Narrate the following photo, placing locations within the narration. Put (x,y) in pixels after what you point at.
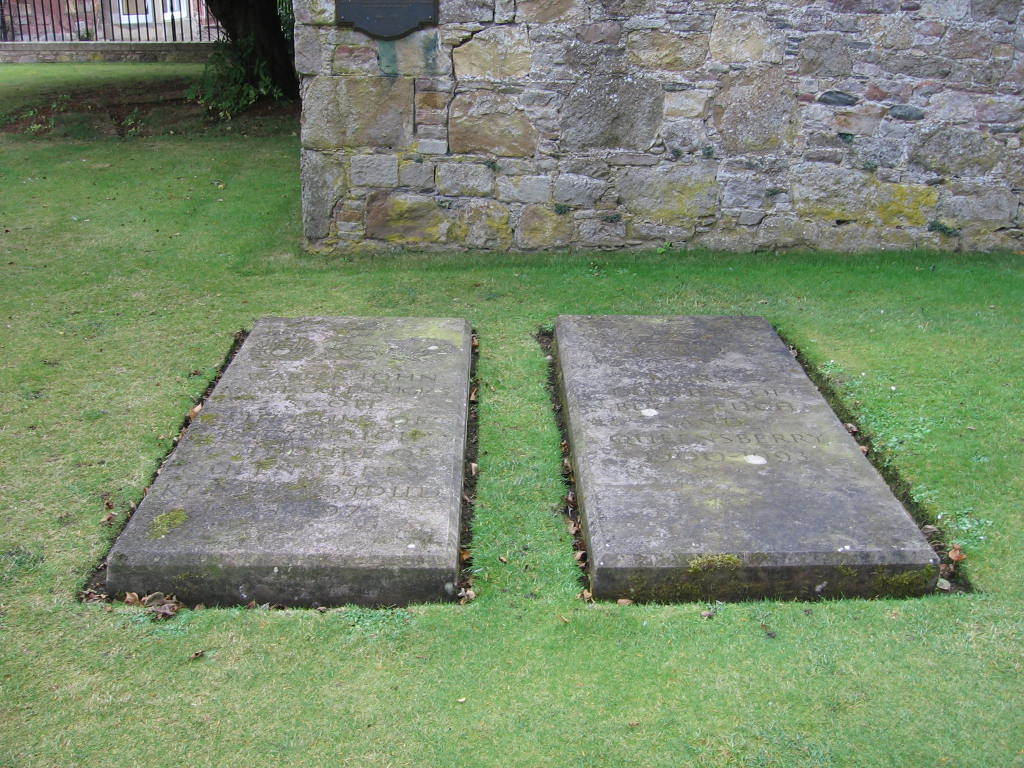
In this image, we can see a stone wall (401,79) and there are railings (146,28) and a tree trunk (285,81). At the bottom (268,688), there is ground (511,672) and we can see grave stones (586,485) with some text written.
